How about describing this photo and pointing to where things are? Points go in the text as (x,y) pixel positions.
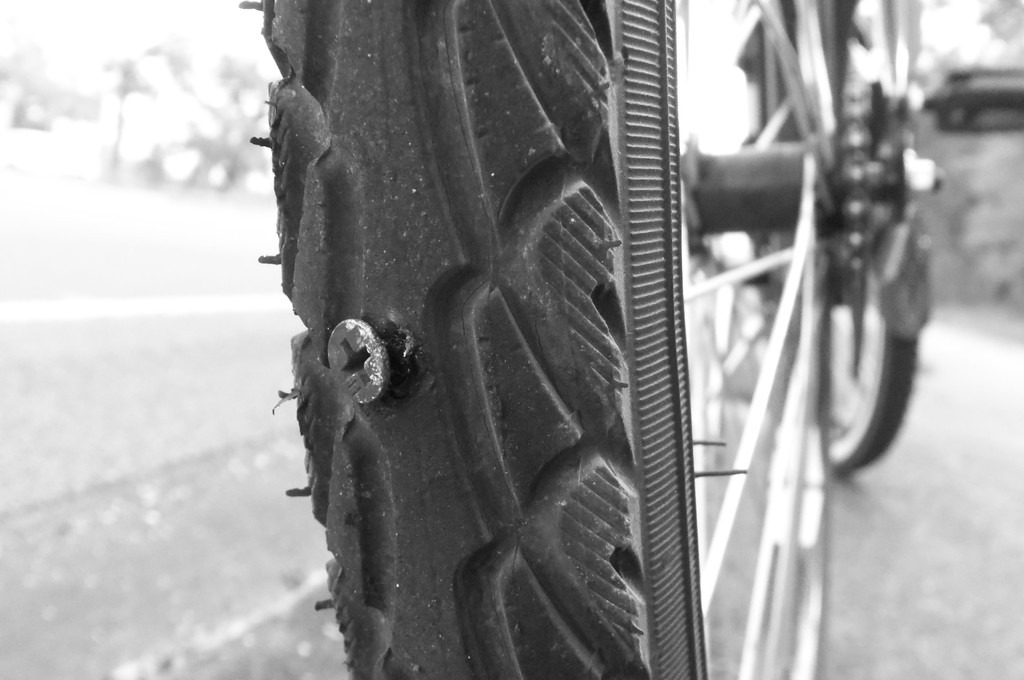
In this image I can see there is a screw (357,373) that is in this Tyre (452,355) and it looks like a cycle (801,286).
